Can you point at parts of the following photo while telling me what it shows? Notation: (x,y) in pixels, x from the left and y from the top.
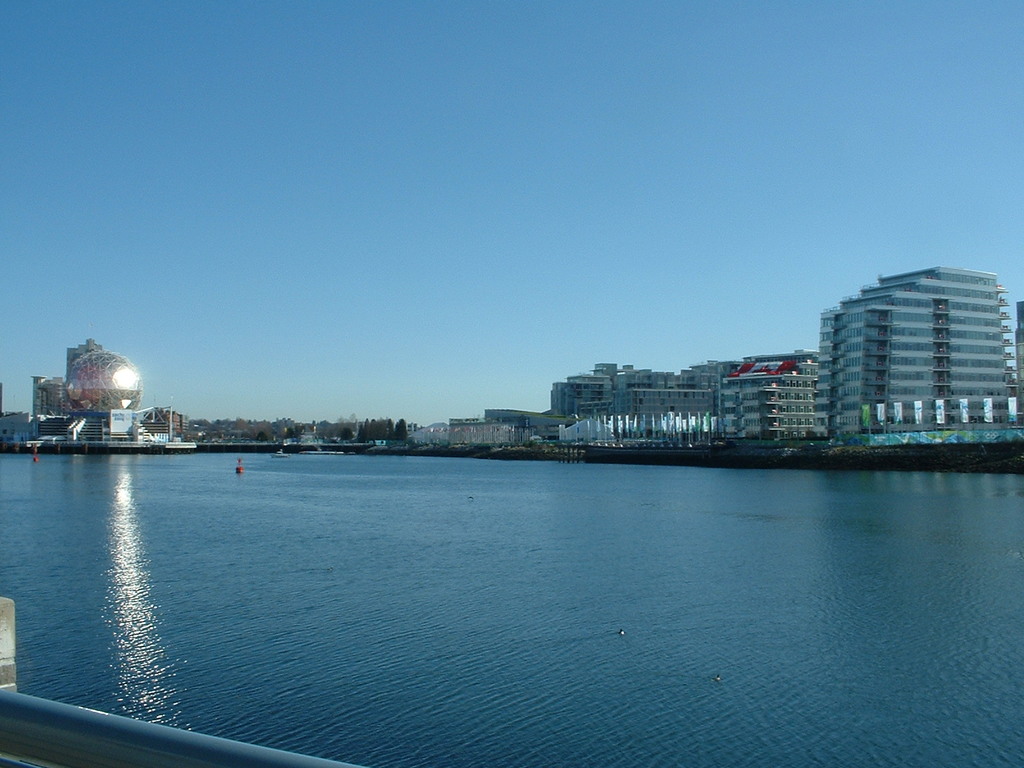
In the picture there is a river (571,509) and around the river (253,499) there are many buildings (785,387) and houses (514,418), on the left side (301,427) there are plenty of trees (248,428) in the distance, in the background (645,179) there is a sky (609,197).
